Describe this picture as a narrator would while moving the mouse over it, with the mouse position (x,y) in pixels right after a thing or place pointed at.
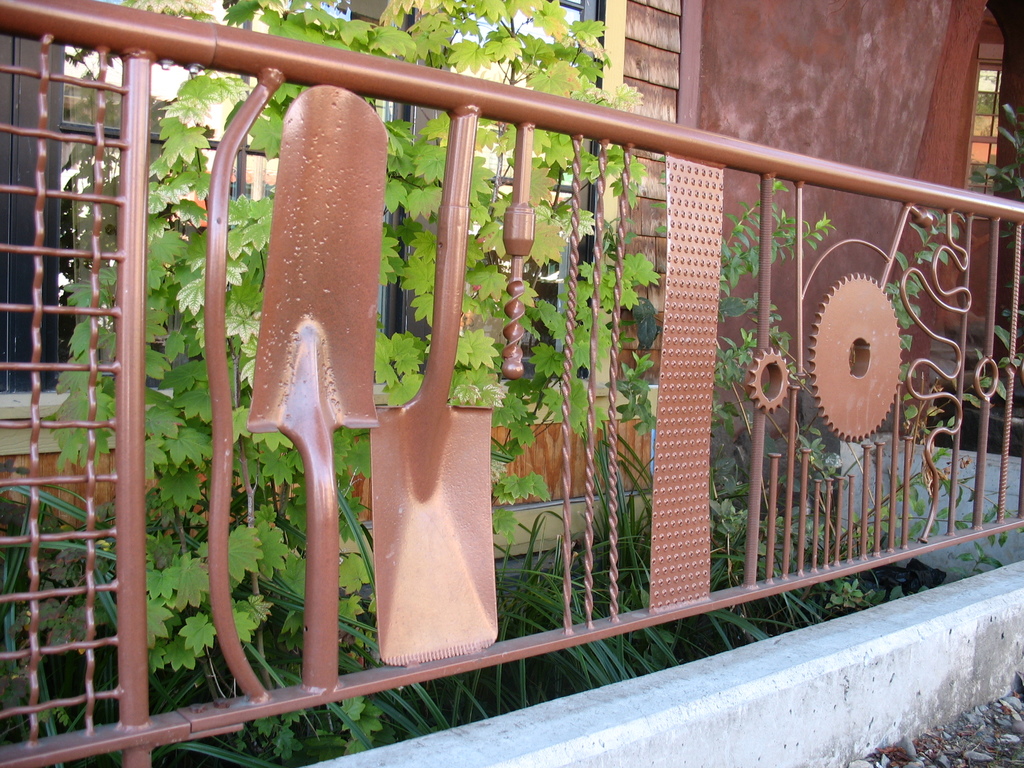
There is a railing (42,5) with brown color. Back of the railing (657,460) there are some plants (605,502). Near to that there is a small side wall (888,705). In the back (747,104) there's a wall (737,112).
